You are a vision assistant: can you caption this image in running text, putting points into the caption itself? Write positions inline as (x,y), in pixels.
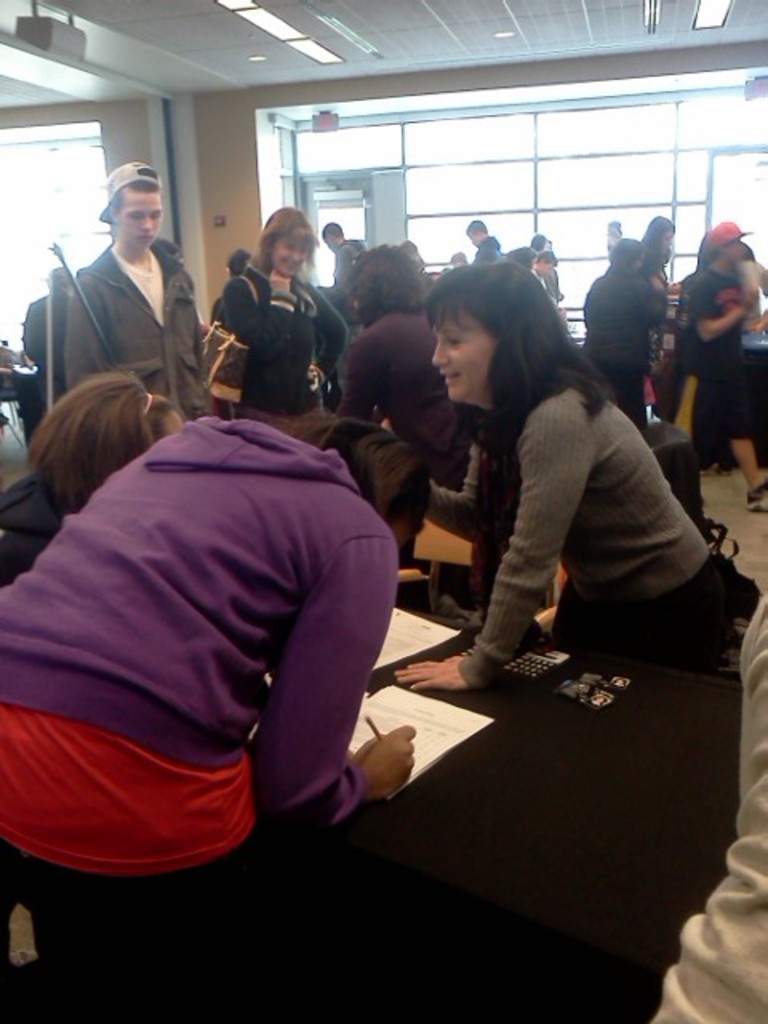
A group of people (326,346) are standing on the left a girl (355,712) is writing on the paper (415,766).
